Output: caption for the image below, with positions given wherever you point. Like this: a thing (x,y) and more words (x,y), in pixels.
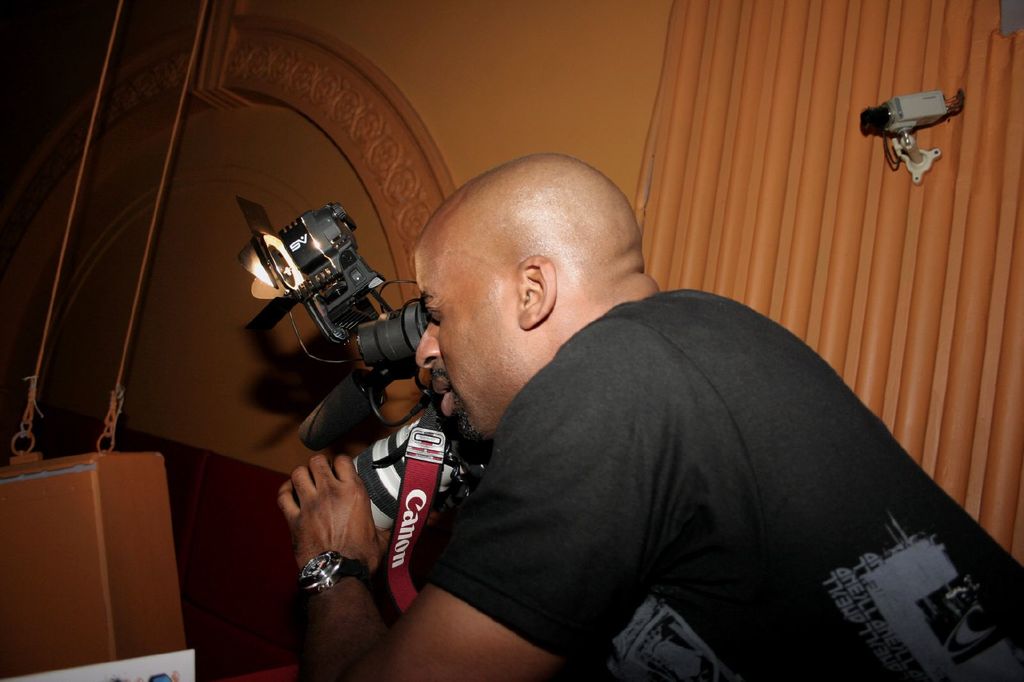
In this image I can see a man (622,408) and he is wearing a black t-shirt (693,464). I can also see he is holding a camera (296,258) and a tag (415,478) is with camera (396,490). Here on this wall (949,135) I can see a CCTV (915,102).
